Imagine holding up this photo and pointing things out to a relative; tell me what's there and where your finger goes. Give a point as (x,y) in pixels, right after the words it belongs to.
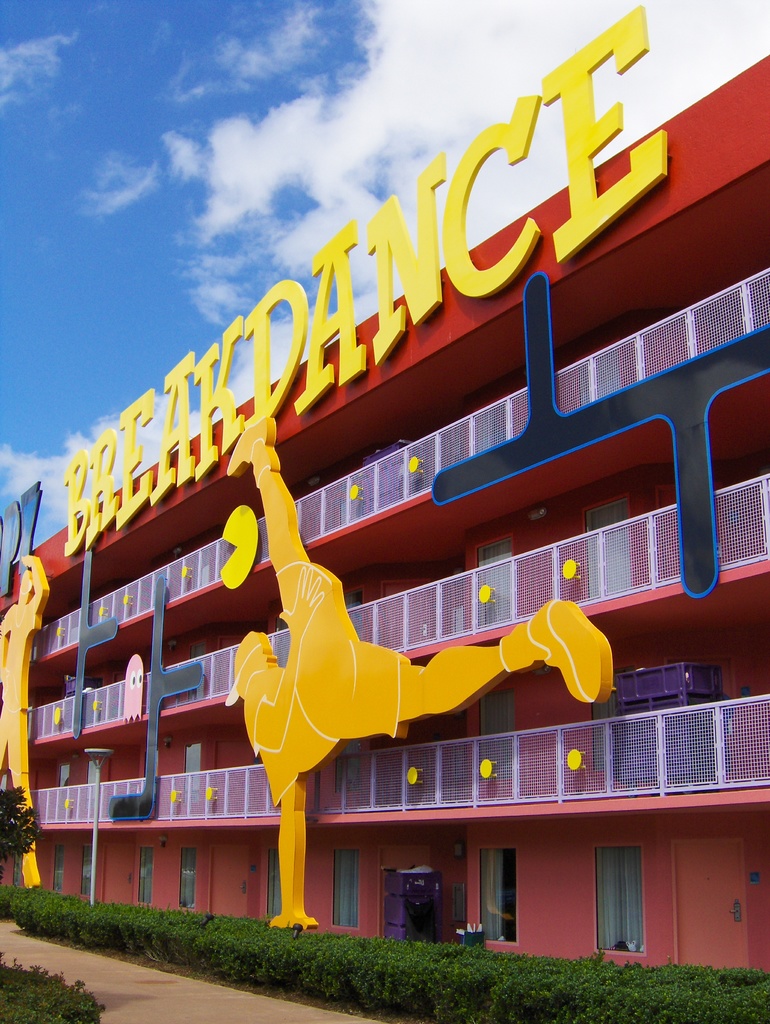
In this image there is a building (341,529) with metal rod fence (437,591), on the building (225,652) there is name board (323,375) and some depictions (28,652). In front of the building (417,636) there are bushes (299,941). At the top of the image (272,183) there are clouds (253,203) in the sky (199,139).
